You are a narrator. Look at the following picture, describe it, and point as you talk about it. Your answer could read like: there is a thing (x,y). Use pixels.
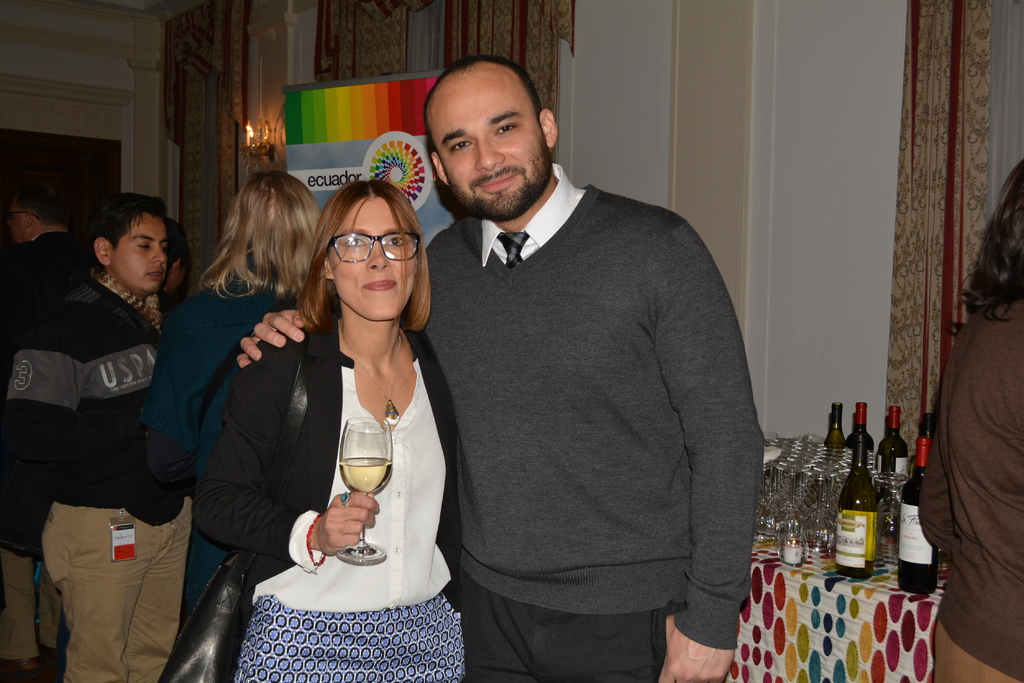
There are people (511,624) and she is holding a glass (352,490) with drink (352,476). We can see bottles (916,492) and glasses (884,481) on the table (817,564). In the background (573,109) we can see curtains (366,54), wall (138,178) and light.
